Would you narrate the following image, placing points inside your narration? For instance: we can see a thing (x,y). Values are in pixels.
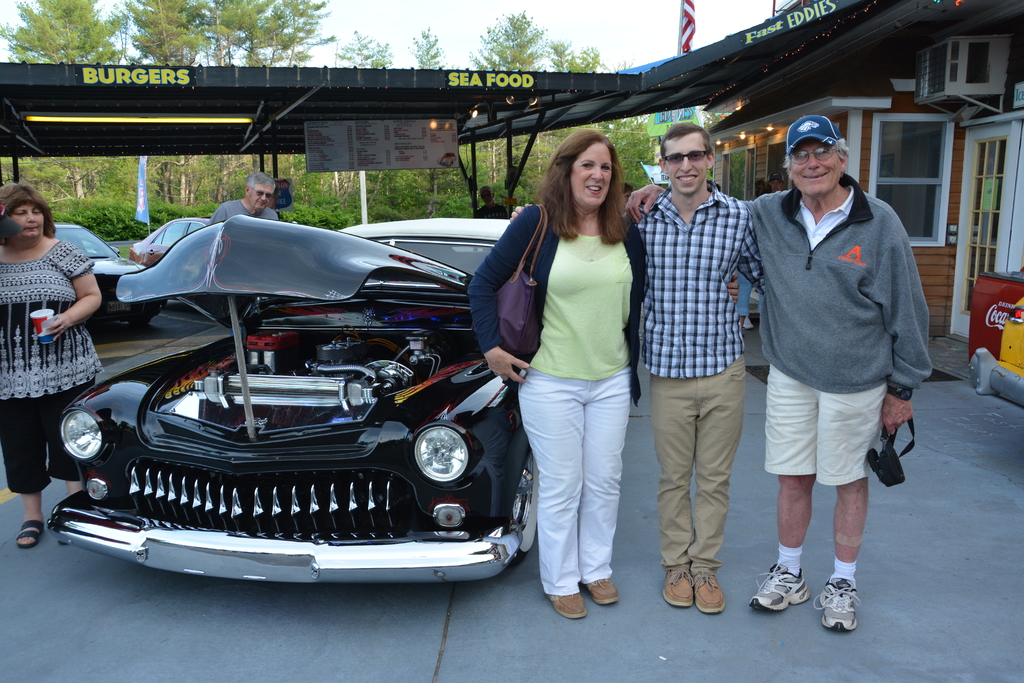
In this image there are a few people (651,319) standing. Beside them there is a car (254,387). To the right (858,114) there is a house (915,116). There are glass windows (906,135) and glass doors (988,270) to the wall (761,173). There are lights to the ceiling (779,125). Behind the people (663,350) there is a shed (44,86). There are boards (319,139) and text (458,86) on the shed (161,95). In the background (232,17) there are plants (300,167) and trees (261,45). At the top (428,20) there is the sky (477,10). In front of the house (852,125) there is a flag (690,19).
